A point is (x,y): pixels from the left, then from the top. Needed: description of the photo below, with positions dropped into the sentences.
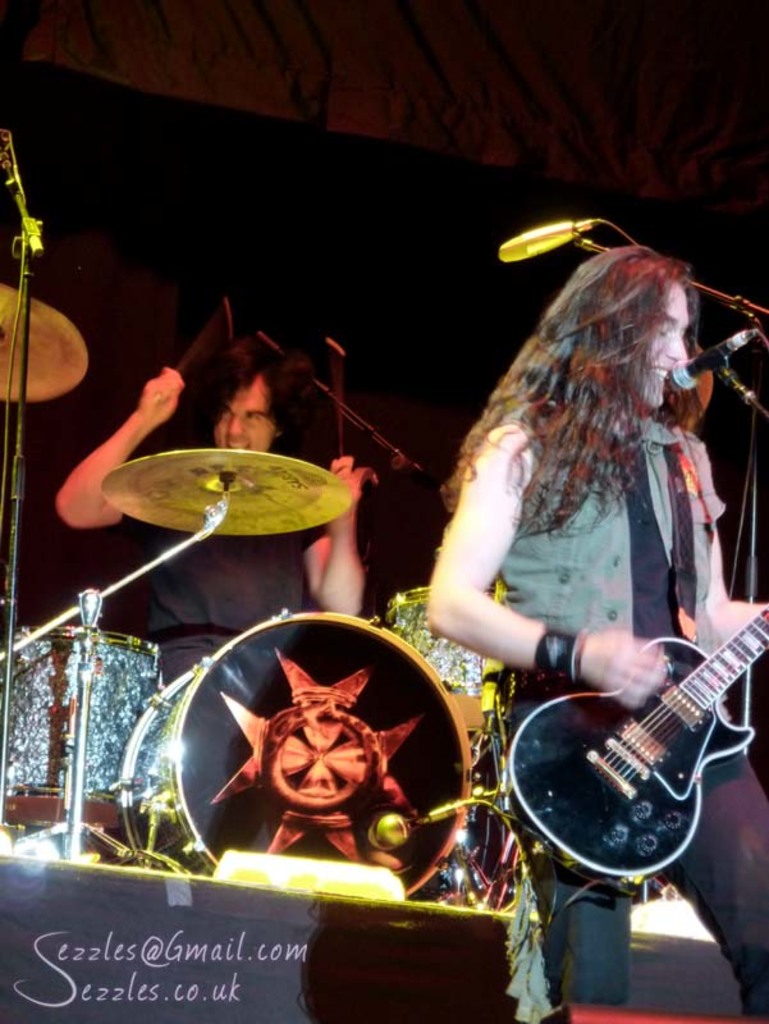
In this picture two persons (754,791) are there. This person (728,765) standing and holding guitar (669,755). There is a microphone (713,359) with stand (741,389). This person (258,370) holding sticks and playing. This is drum (266,643). This is drum plates (150,509).
